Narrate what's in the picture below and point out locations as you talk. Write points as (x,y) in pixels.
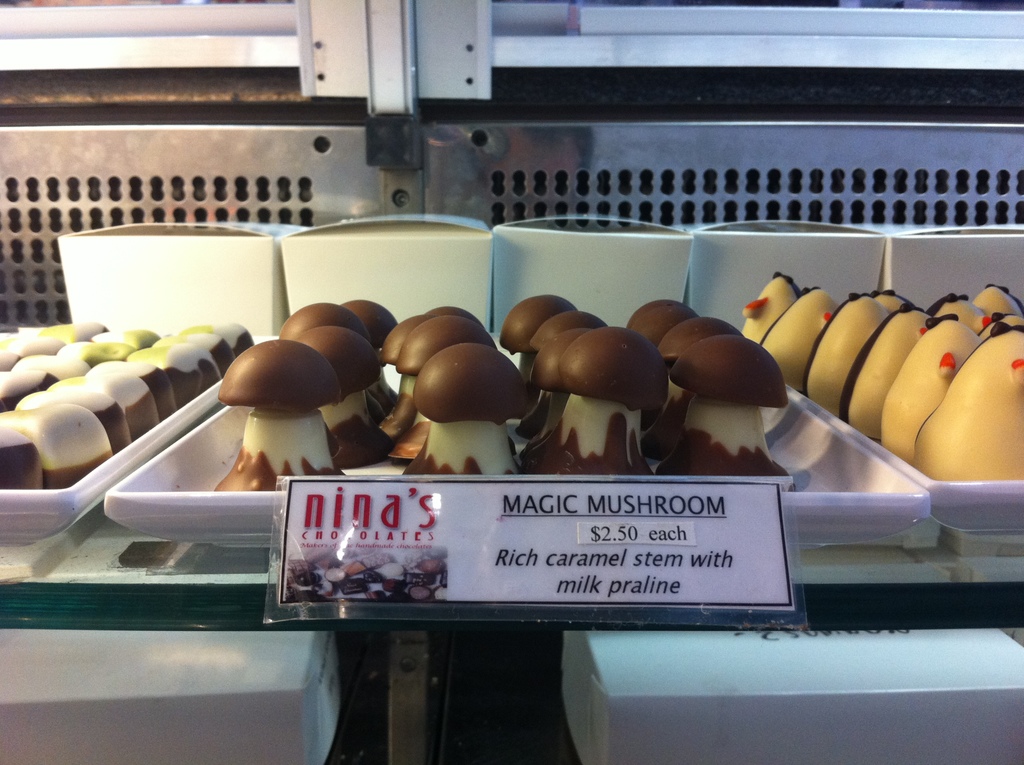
In the image we can see there are many tray (847,507), white in color. In the tray (869,513) there are food items (489,393) of different color and shape. This is a name and price tag (518,539).
